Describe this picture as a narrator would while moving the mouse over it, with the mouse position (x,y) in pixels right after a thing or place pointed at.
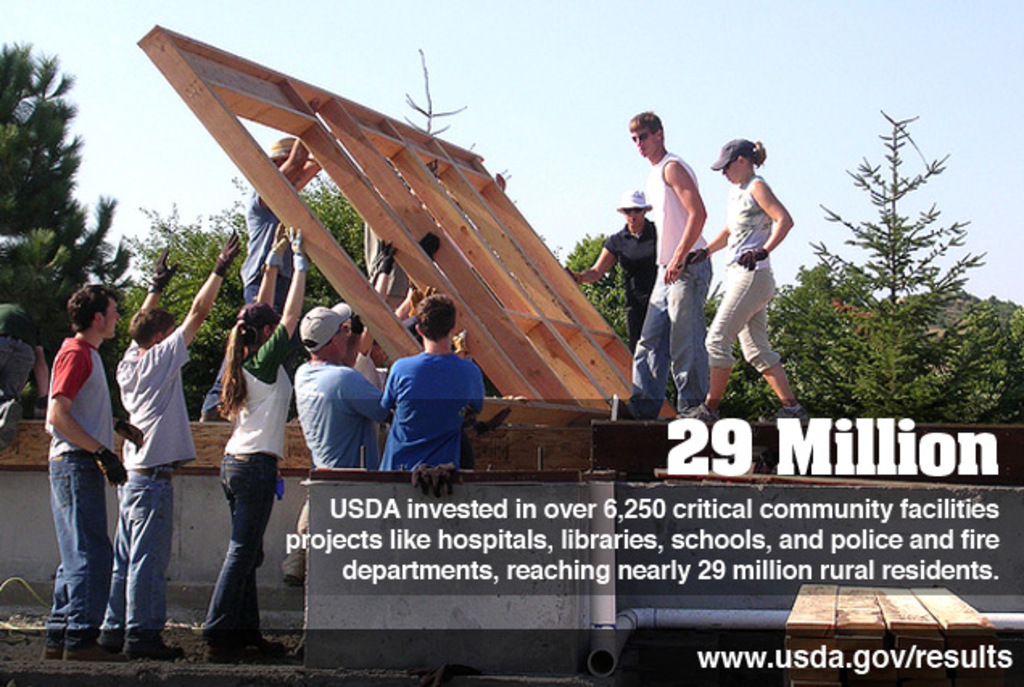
At the bottom of the picture (842,468) there is text (819,427). In the center of the picture (406,361) there are people (671,256), construction (202,465) and a wooden object (475,310). In the background (48,168) there are trees (888,340). Sky (597,107) is sunny.
